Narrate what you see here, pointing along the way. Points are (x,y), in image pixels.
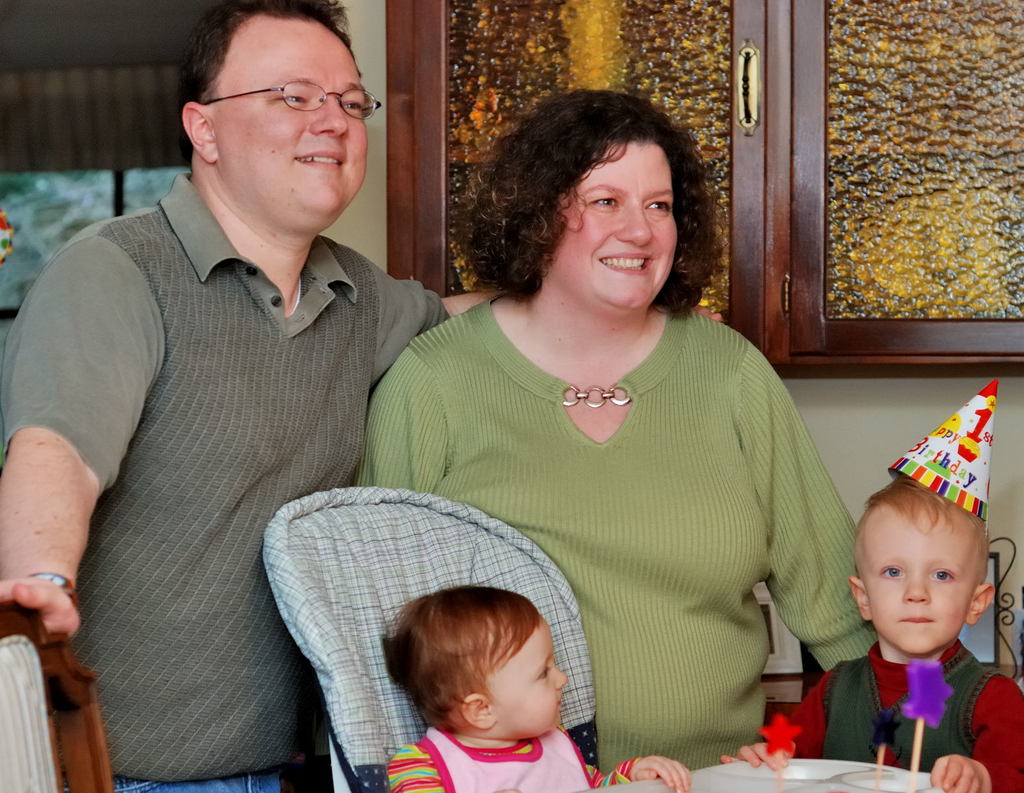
In this image, we can see a man (57,368) and a woman (702,404) standing, there are two kids (954,618) sitting on the chairs (390,703), in the background (900,183), we can see cupboards (714,49) and a wall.
